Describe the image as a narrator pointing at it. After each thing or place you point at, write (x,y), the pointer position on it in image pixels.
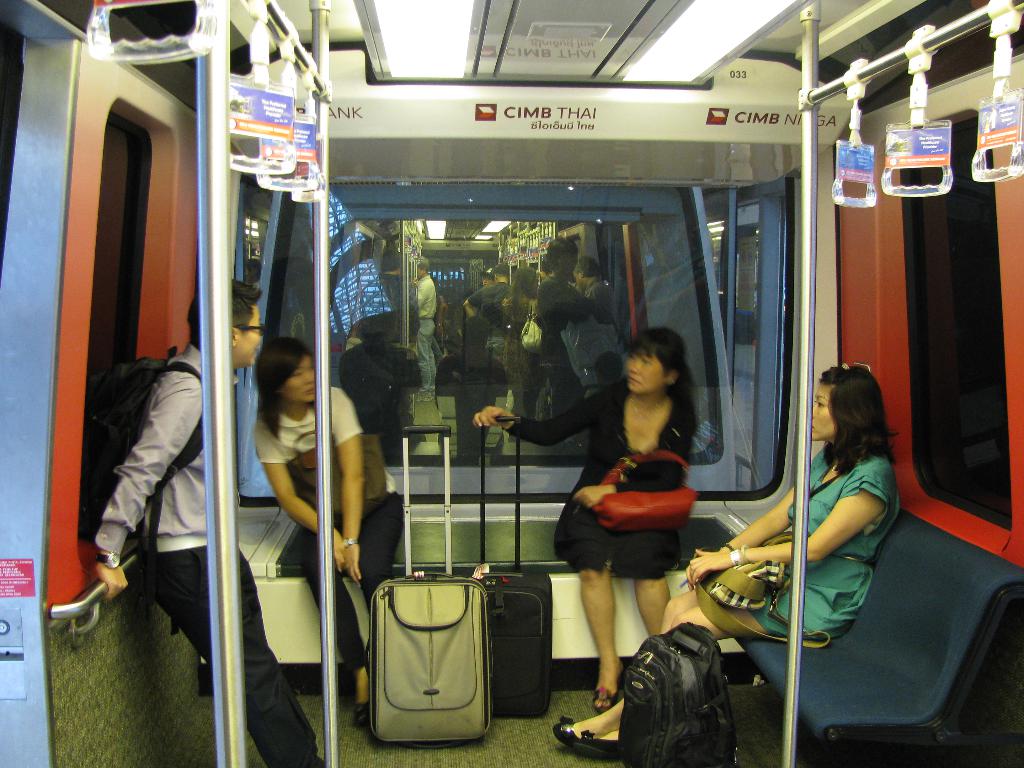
It looks like the picture is captured inside some vehicle (51,117), there are four people (311,559) in the image. Three women (359,464) were sitting and on the left side (129,513) a man (108,509) is standing, all of them are carrying bags (449,511) and behind them there are windows (274,321). In the background (434,363) there are pictures (502,349) of few people (528,267) being reflected on the window (551,262).
